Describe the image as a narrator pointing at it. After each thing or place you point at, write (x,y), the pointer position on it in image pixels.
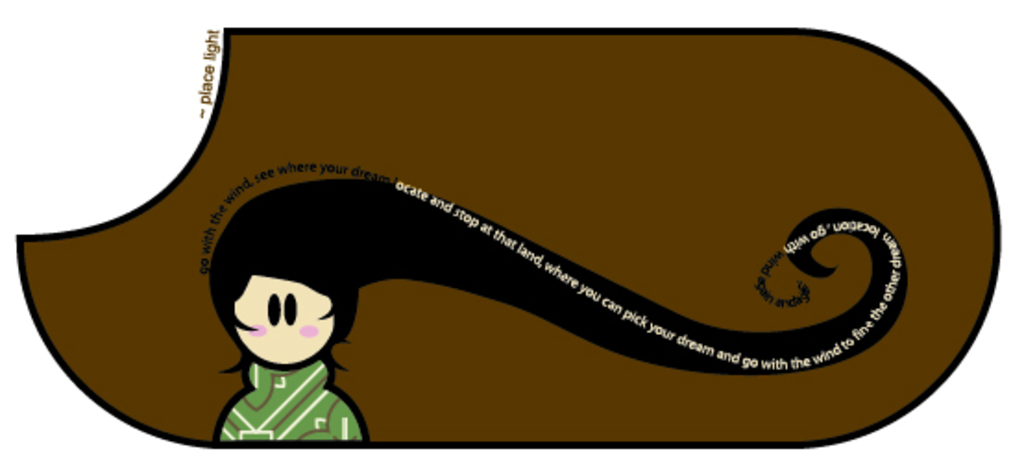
As we can see in the image there is painting (320,286) of a girl (264,374) wearing green color dress (275,377) and there is something written.
